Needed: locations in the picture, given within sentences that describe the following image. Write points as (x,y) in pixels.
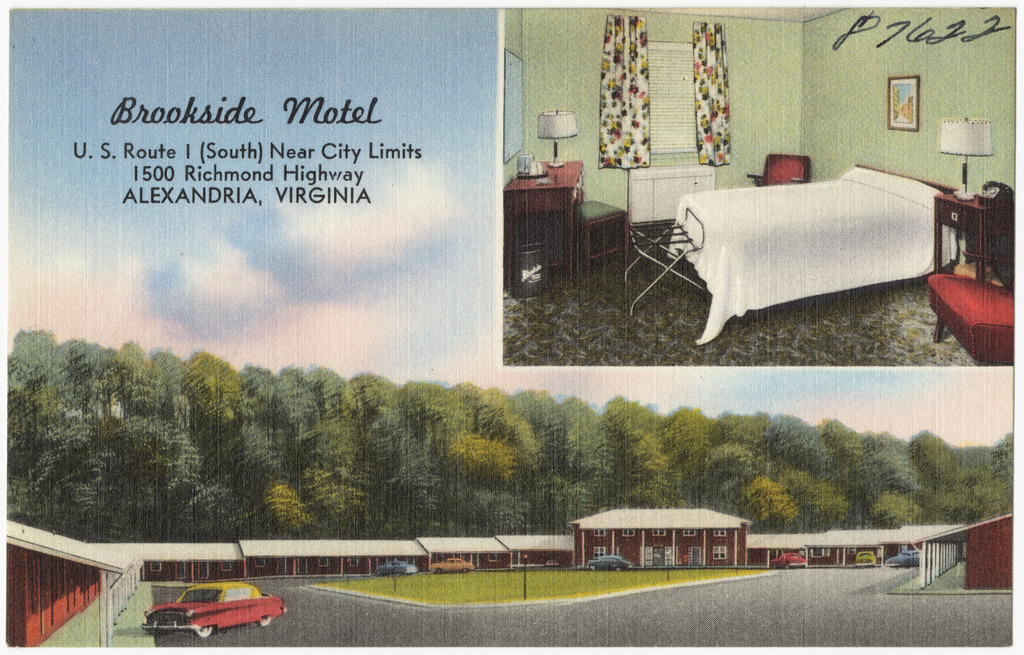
In this image we can see painting (286,448) of trees (591,453), car (204,636), buildings (983,536), road (276,639), sky (202,297) and clouds (278,271). On the top right corner (811,214) we can see bed (736,233). On the top left corner (198,113) there is text (198,113).
